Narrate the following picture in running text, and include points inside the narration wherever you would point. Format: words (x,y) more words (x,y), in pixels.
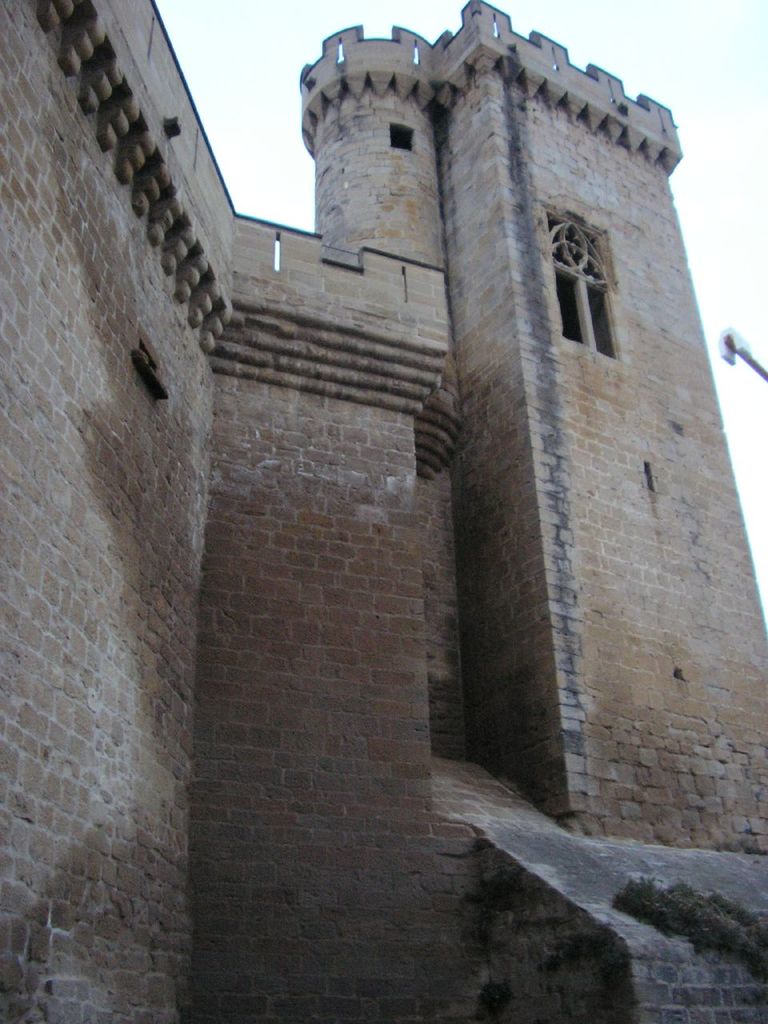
In this image I can see a Fort (362,550). In the background (276,49) I can see the sky (276,49).
